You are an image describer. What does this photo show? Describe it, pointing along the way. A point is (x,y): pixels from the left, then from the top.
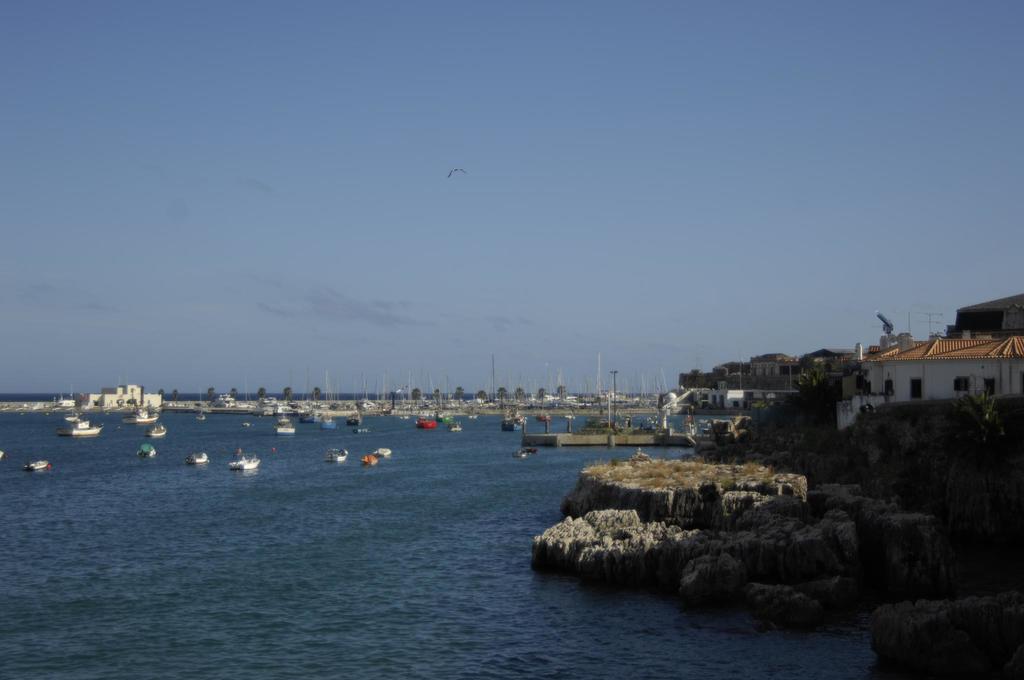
In this picture we can see the sky (520,132), boats (515,416), poles (614,390), water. Far we can see the trees (497,390). We can see a bird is flying. On the right side of the picture (976,329) we can see the buildings (848,365), windows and few objects (682,388). We can see the rocks (808,536).
